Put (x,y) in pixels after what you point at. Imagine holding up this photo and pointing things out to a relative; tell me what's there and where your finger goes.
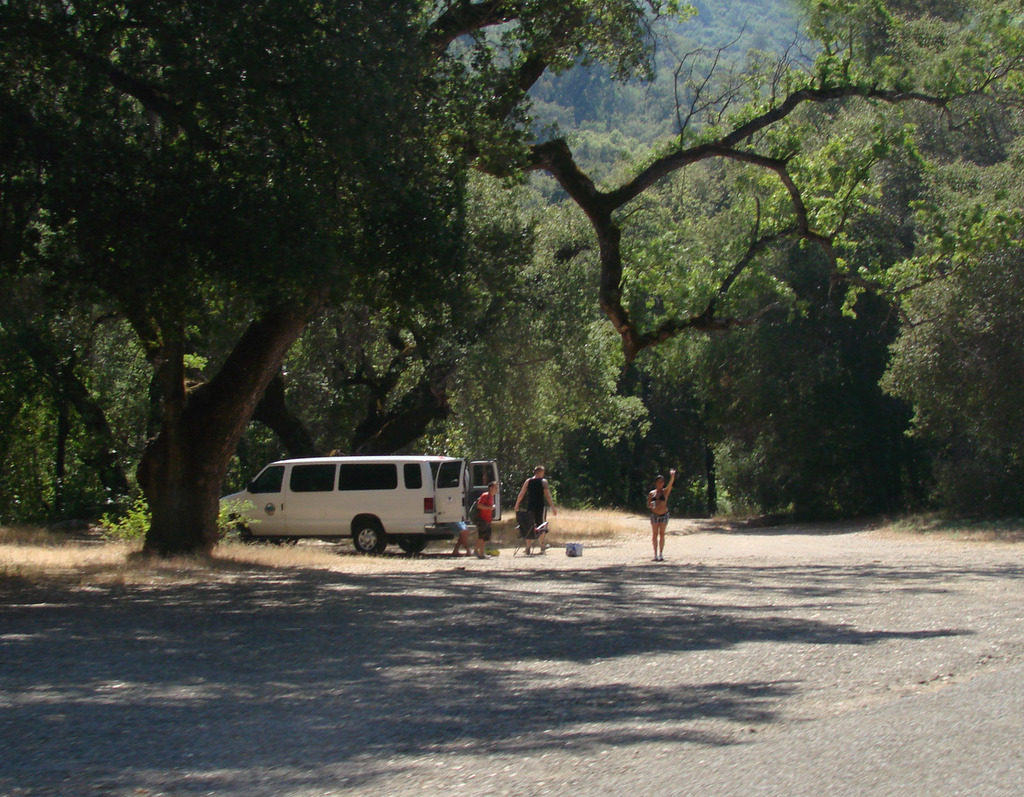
In the foreground of the picture (502,631) it is road (926,554). In the center of the picture (575,300) there are trees (479,332), grass (157,572), vehicle (395,519), people (485,511) and other objects (521,536). At the top (570,77) there are trees (632,69).
